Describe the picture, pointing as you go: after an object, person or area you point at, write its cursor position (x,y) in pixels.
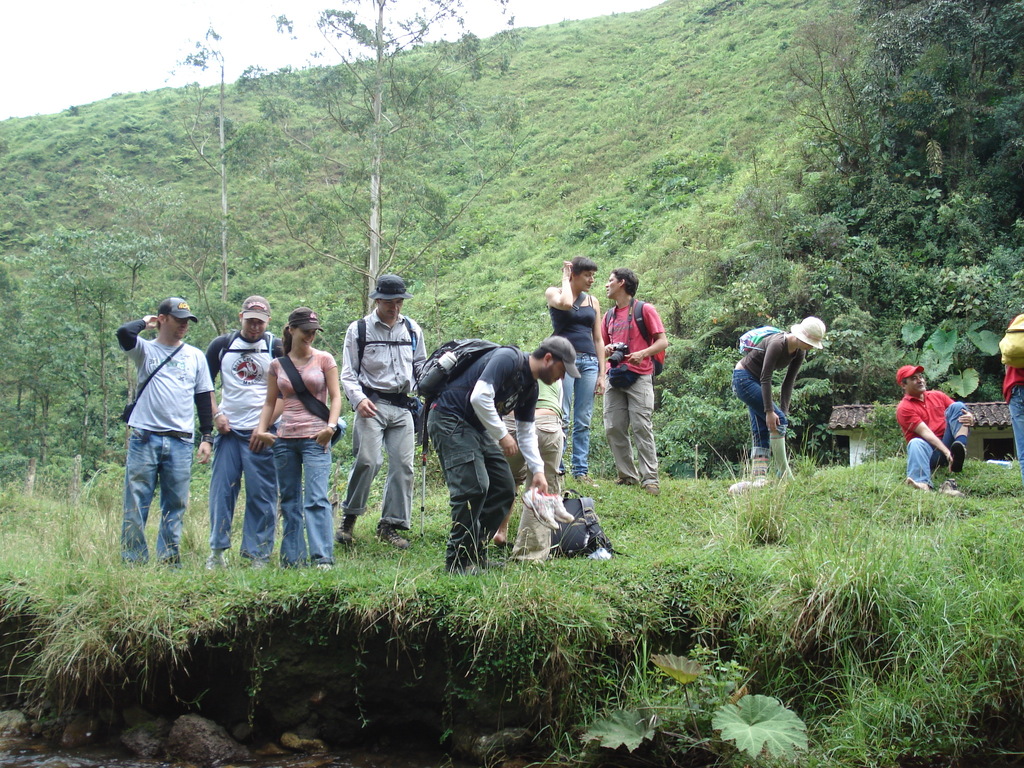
In this picture we can see group of people (531,393) and few people (531,393) carrying bags (630,380), in the background (336,457) we can find few plants (956,315) and trees (369,249), in the middle of the image (627,372) we can see a man (639,332), he is holding a camera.
